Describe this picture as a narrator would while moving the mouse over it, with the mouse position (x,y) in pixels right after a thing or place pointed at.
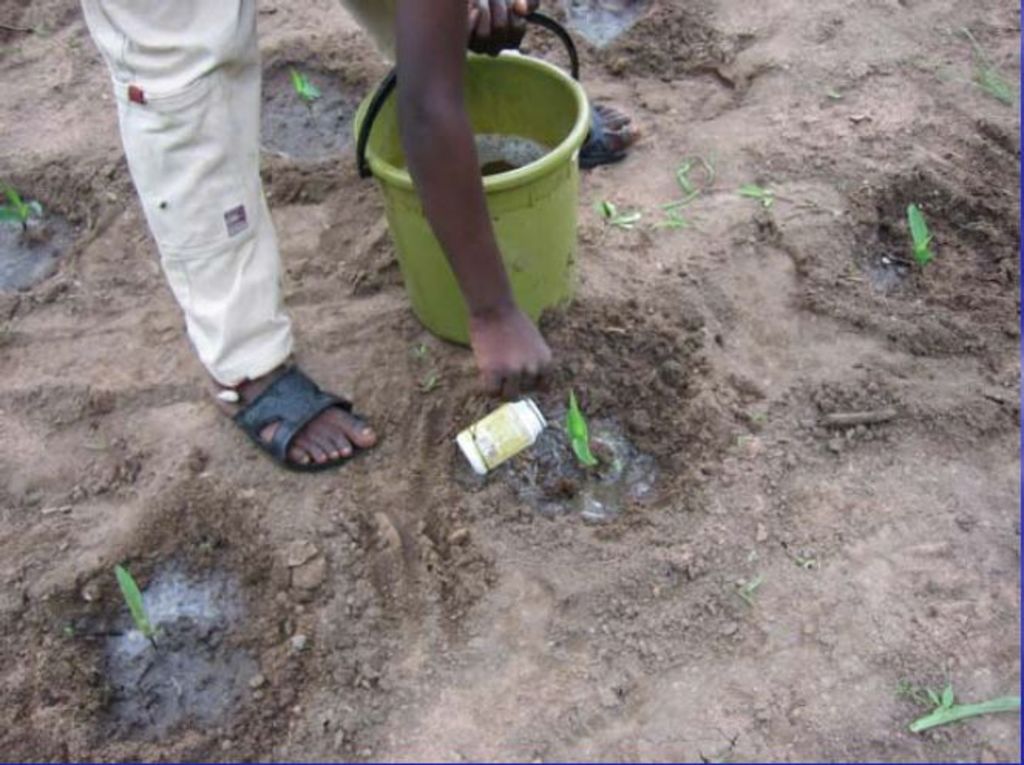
In this picture there is a person (255,301) standing and holding the bucket (577,203) and bottle (535,429). At the bottom (396,529) there are plants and there is mud (450,577).
